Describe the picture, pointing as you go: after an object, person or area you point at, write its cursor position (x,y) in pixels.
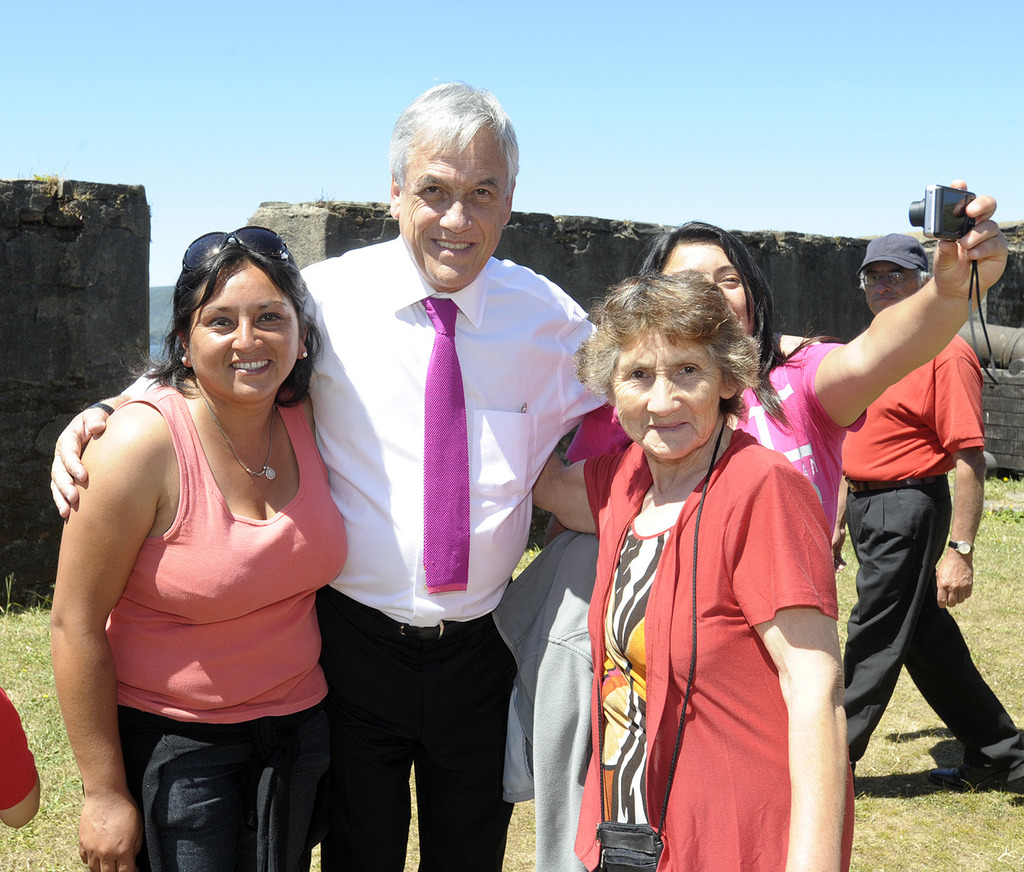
In this picture we can see group of people (480,420), few (175,287) are standing and a man (877,531) is walking on the grass (890,719), on the right side of the image (755,399) we can see a woman (815,371), she is holding a camera (929,222).
